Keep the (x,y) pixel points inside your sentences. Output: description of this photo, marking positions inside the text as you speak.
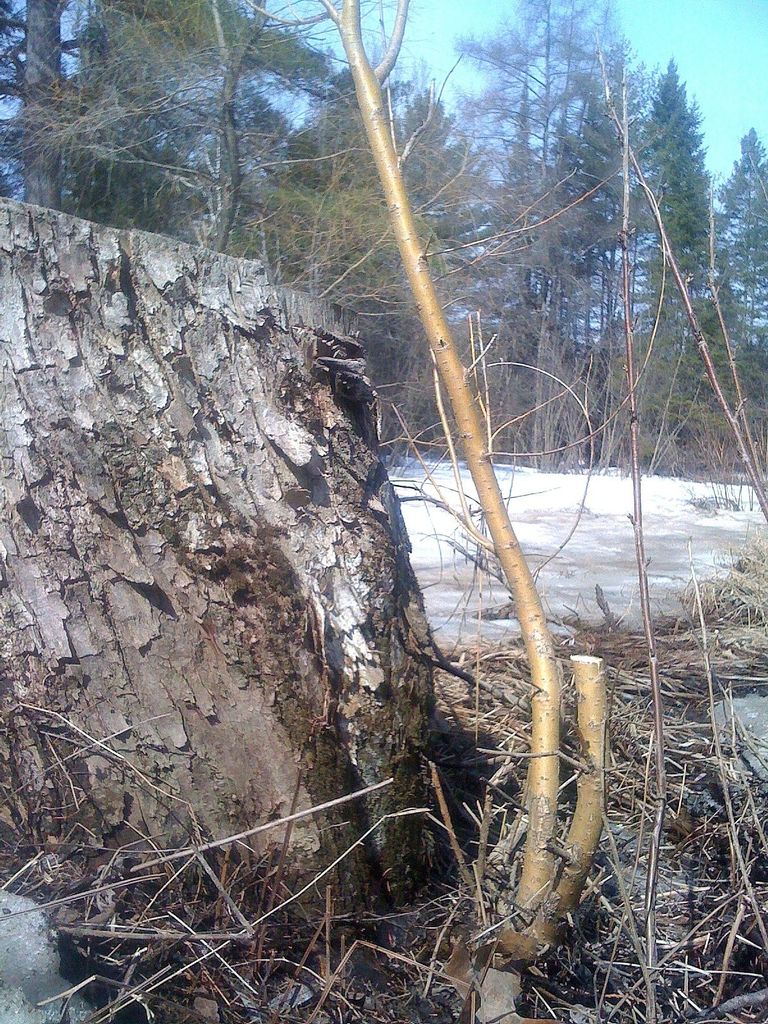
In the picture we can see a part of the tree branch (586,820) and beside it we can see some dried twigs (716,753) and besides to it we can see a surface (543,521) and behind it we can see some trees (536,170) and behind it we can see the sky (721,132).
